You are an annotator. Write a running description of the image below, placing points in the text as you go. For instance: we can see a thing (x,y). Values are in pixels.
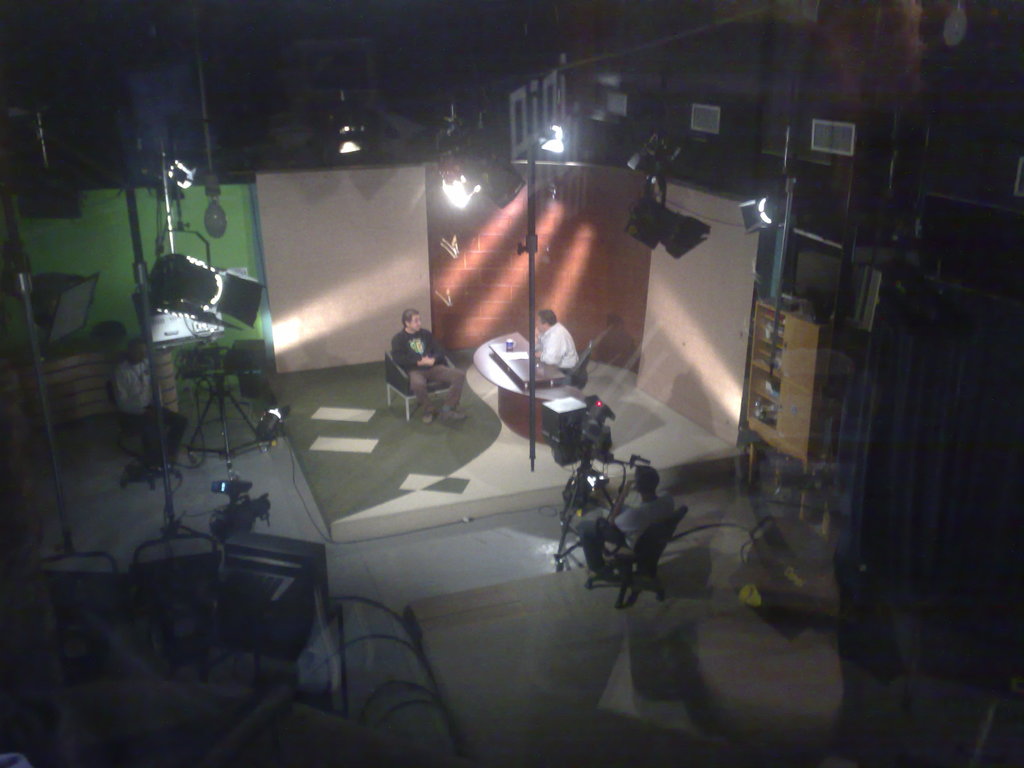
As we can see in the image there is a wall (626,325), lights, few people (544,361) sitting on chairs (653,551), camera (551,429) and there is a table (506,416).
